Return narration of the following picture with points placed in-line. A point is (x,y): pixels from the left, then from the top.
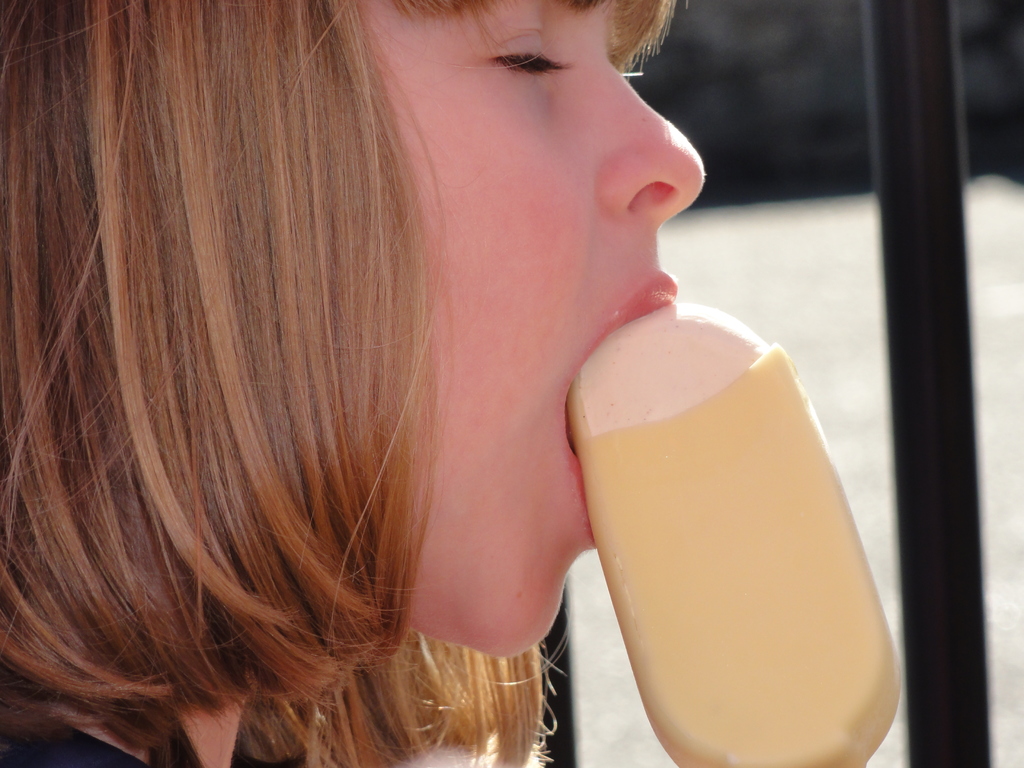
In this picture we can see a girl (542,110) having an ice-cream (689,461). On the right side of the picture (916,295) we can see a black pole (943,281).
